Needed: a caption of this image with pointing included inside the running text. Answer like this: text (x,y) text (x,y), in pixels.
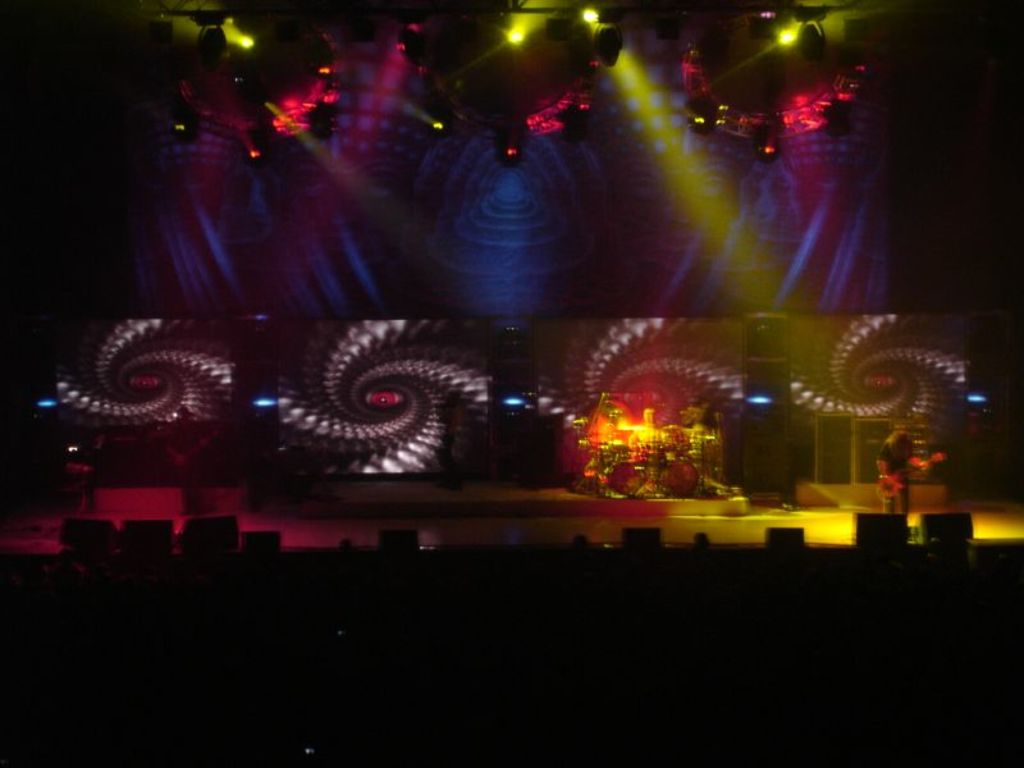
In this image I can see the dark picture in which I can see the stage (477,519), a person (901,447) standing on the stage (876,509) and holding a guitar (899,485) and few musical instruments (705,456). I can see few other persons (183,420) standing and 4 screens (215,389). In the background (797,97) I can see few lights (809,41) and a huge screen (402,165).
